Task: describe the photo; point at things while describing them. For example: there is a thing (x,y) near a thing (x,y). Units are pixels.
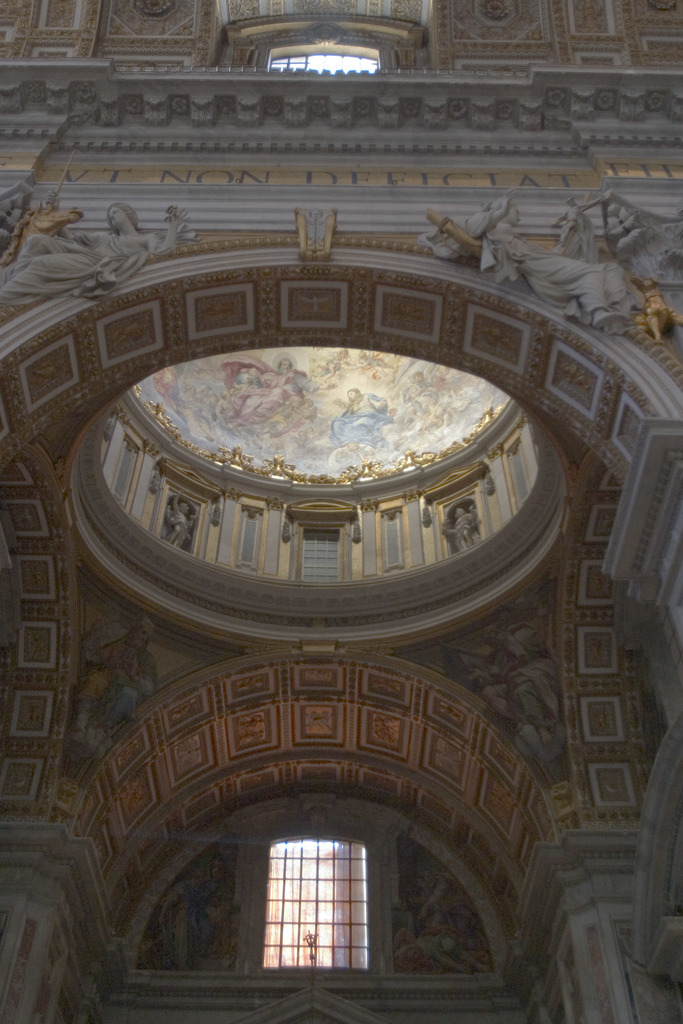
In this image we can see some historical monument (266,552).
